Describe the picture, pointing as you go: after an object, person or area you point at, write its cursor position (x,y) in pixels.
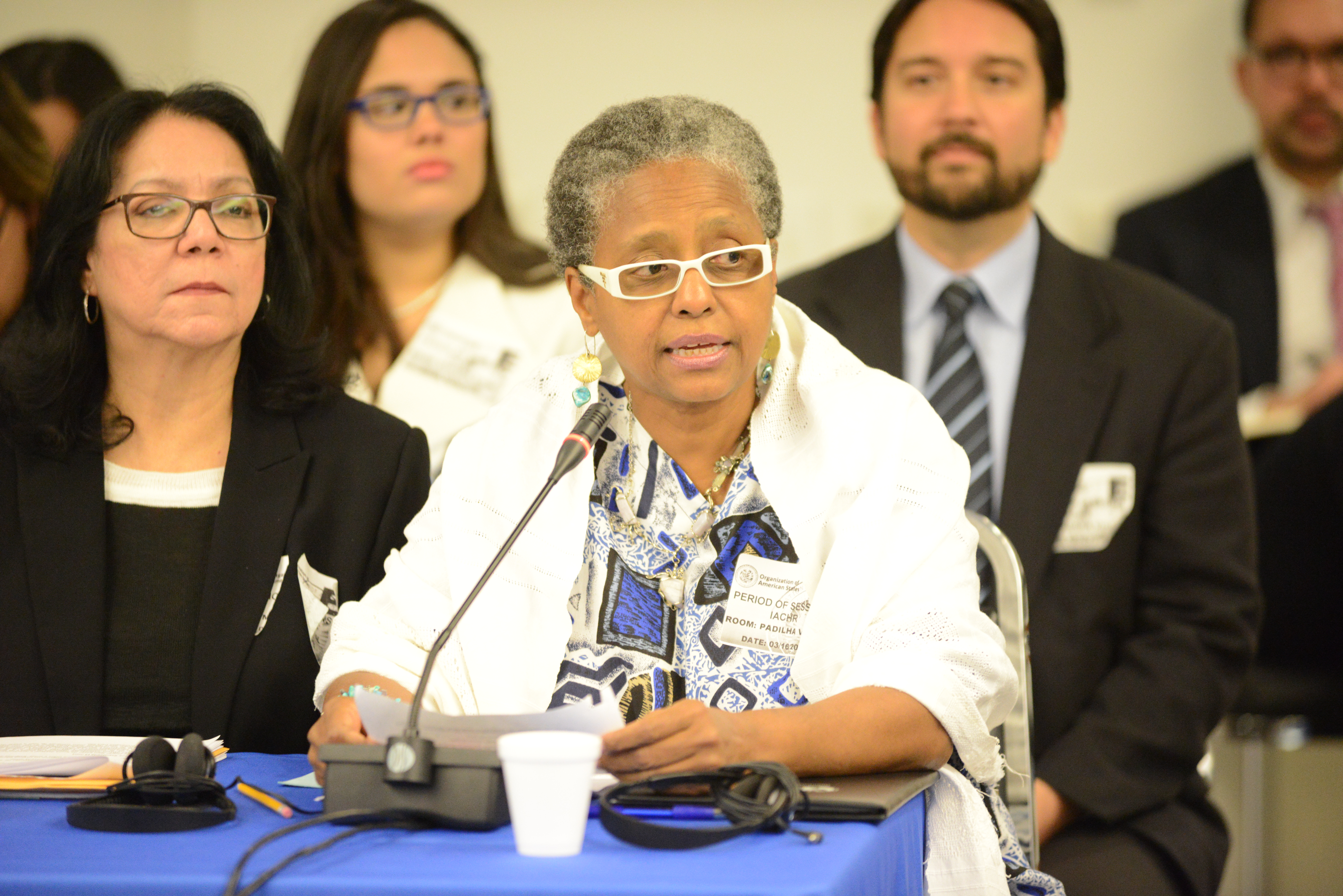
In this image there are a group of people (634,517) who are sitting on chairs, at the bottom (39,848) there is one table (810,865). On the table (881,831) there is one mike (474,764) and on the table (620,794) we could see some headsets (752,817), laptop (806,814), glass (558,811), papers (80,781) and in the foreground (531,676) there is one women (717,460) who is talking. In the background (598,71) there is a wall (1099,145).
